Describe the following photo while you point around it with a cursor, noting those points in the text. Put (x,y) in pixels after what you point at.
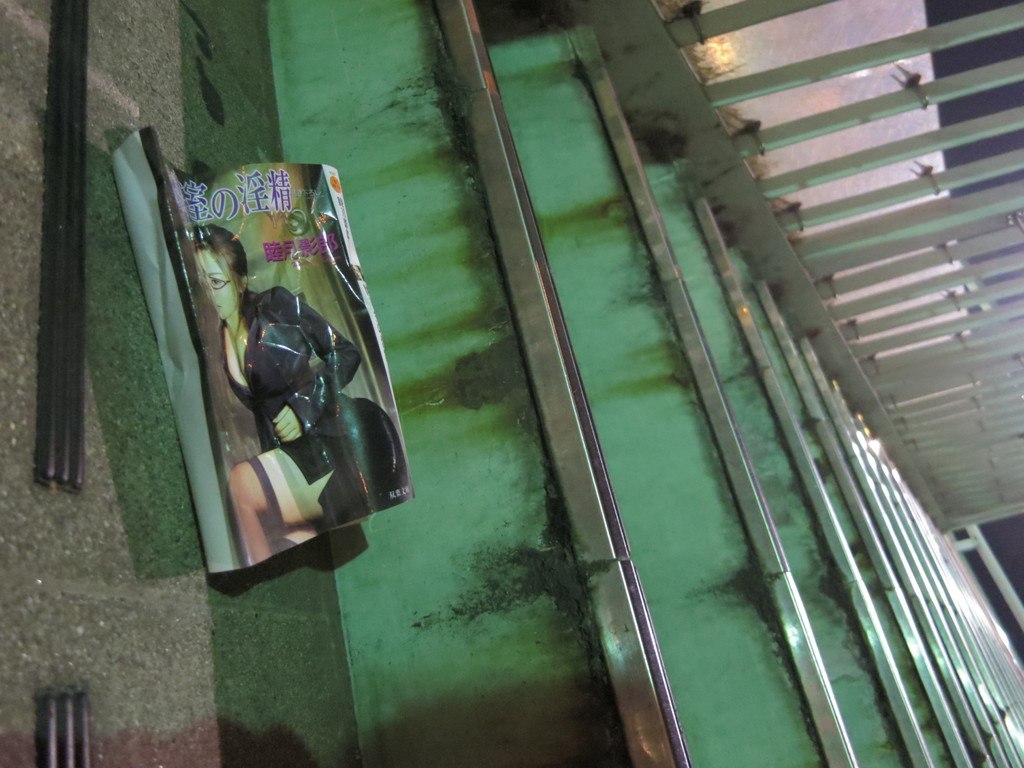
In this image we can see a cover (303,486) on the stairs (344,595). On the right side (924,427) we can see the railing (927,434).
